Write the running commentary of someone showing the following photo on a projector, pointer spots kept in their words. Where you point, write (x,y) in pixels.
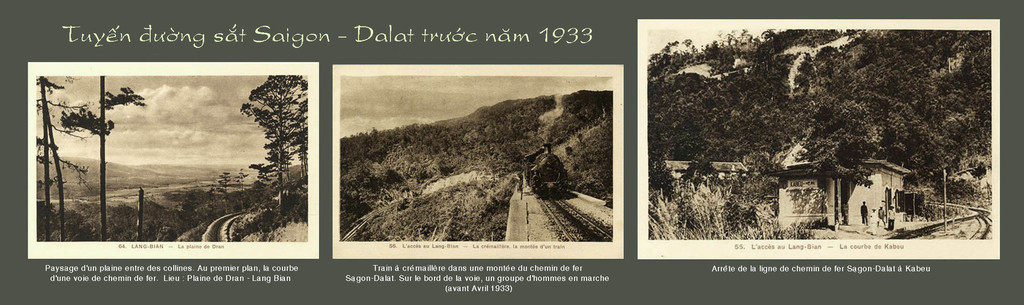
In this picture we can see a poster (447,185), in the poster (322,170) we can find few trees (243,199), a train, houses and few people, at the top (501,39) and bottom of the image (553,246) we can find some text (448,279), also we can see clouds (225,136).
